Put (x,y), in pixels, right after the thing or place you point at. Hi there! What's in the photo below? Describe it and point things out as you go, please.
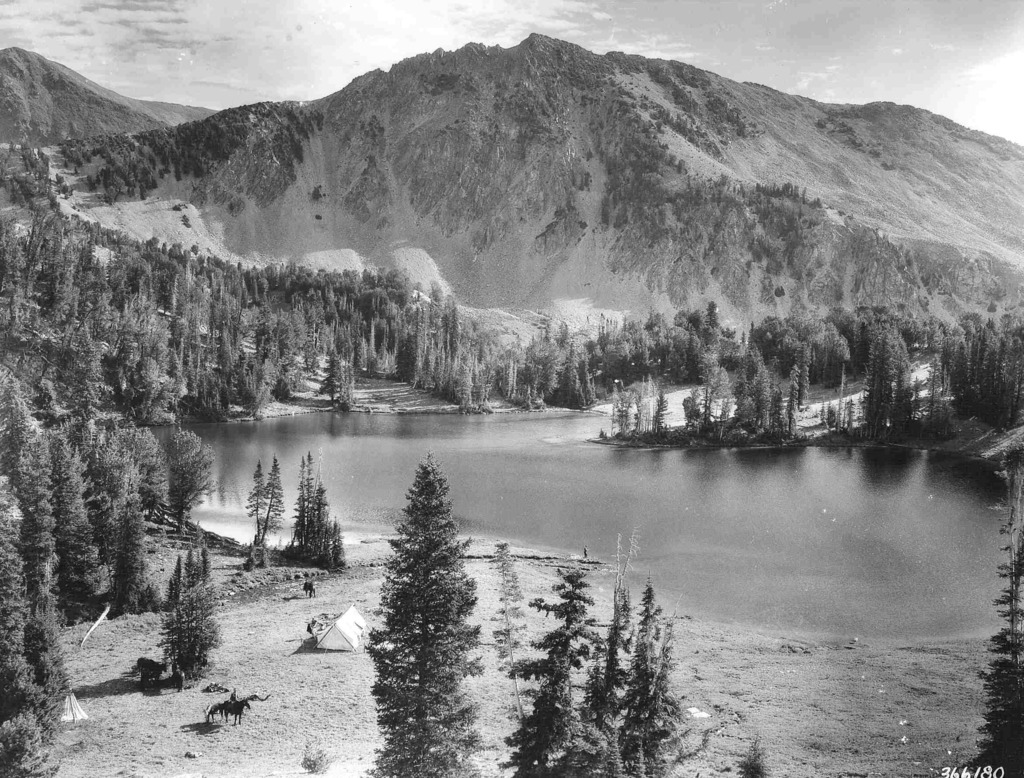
It is a black and white image. In this image we can see the hills (762,163), trees (735,438), tent (345,621), sand (346,658) and also the water (694,481). We can also see the sky (48,32). In the bottom right corner (958,769) we can see the numbers (997,773).
